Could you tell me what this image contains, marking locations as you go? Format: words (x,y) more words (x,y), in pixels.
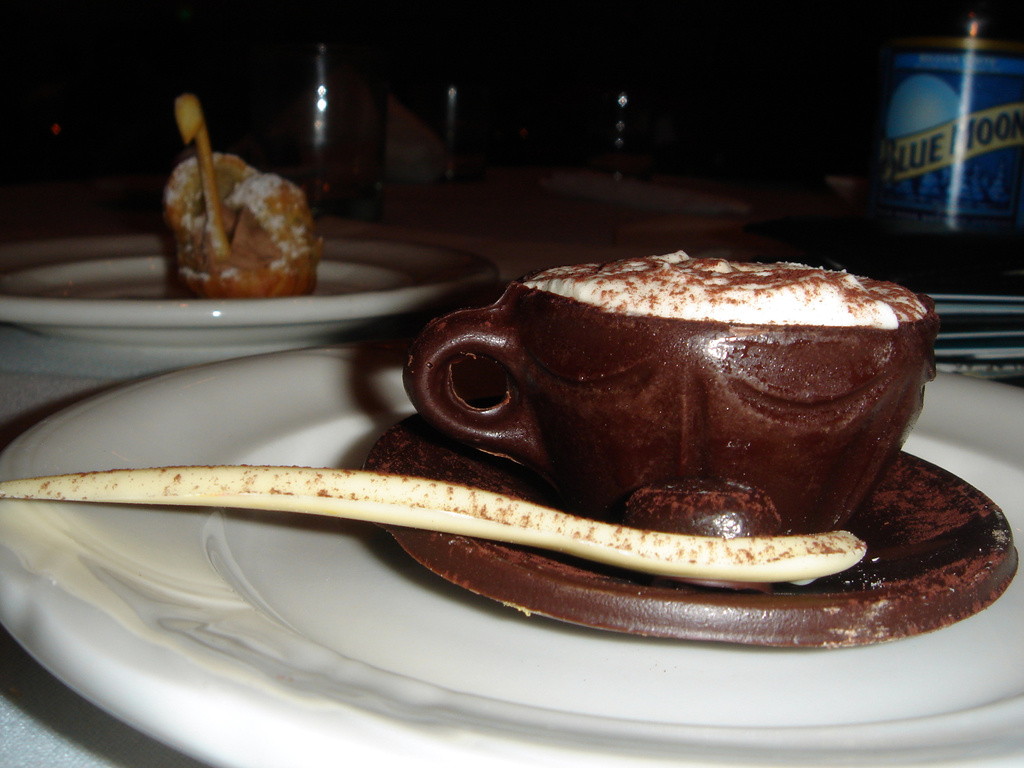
In the picture we can see a table (907,235) on it, we can see a two white plates (91,451) on it, we can see a cakes (663,474) which are in a shape of the cup and brown in color.
